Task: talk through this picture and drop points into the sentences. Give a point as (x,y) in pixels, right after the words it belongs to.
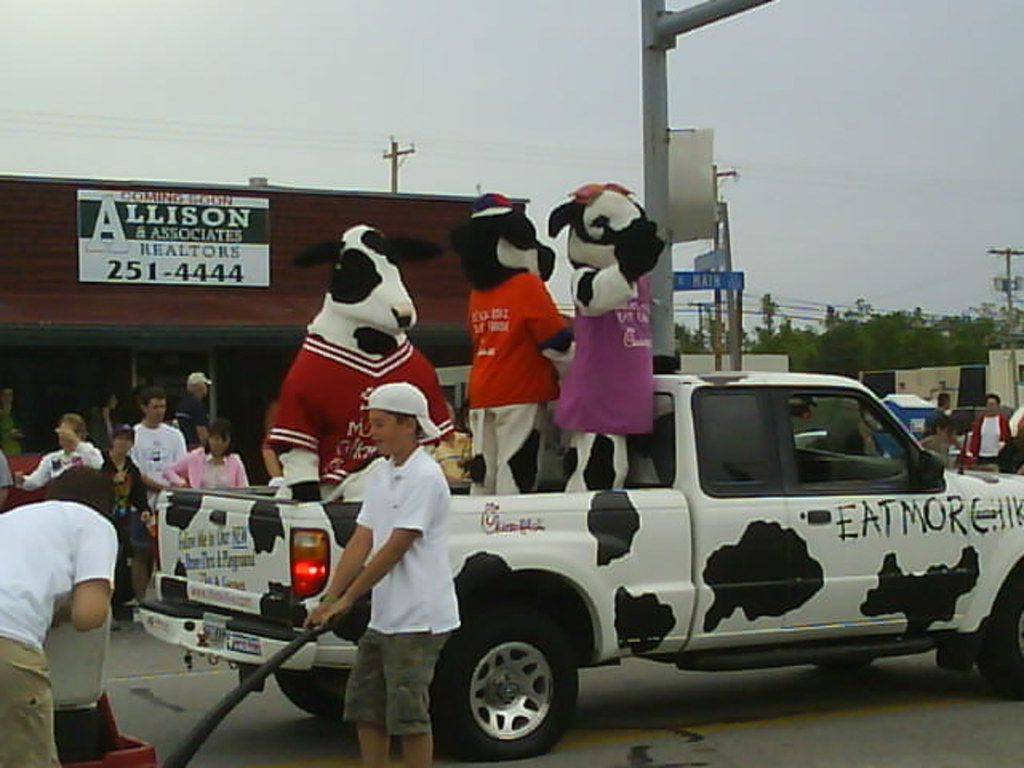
In this picture we can see a group of people (382,664) and a vehicle (314,653) on the road (696,680) and in the background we can see a shed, trees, electric poles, sky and some objects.
